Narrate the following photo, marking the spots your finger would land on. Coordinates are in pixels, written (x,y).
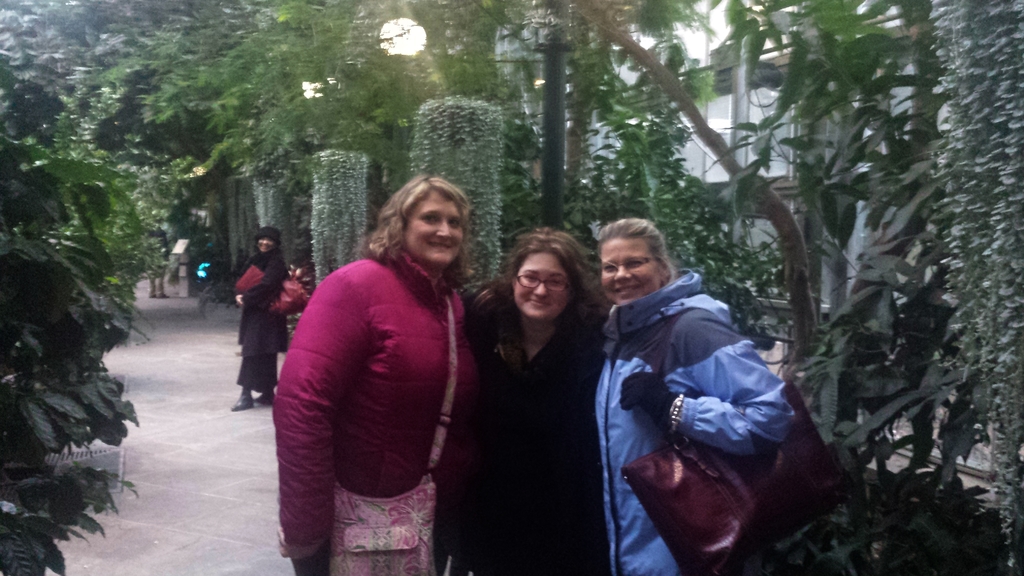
In this picture we can observe three women (479,336) standing. All of them were smiling. Two of the women (408,401) were holding bags (708,511) on their shoulders (372,286). There are some plants (726,266) and trees (252,169). We can observe lamps (397,53) to the poles (555,182). In the background (697,44) there is a building (735,105).
